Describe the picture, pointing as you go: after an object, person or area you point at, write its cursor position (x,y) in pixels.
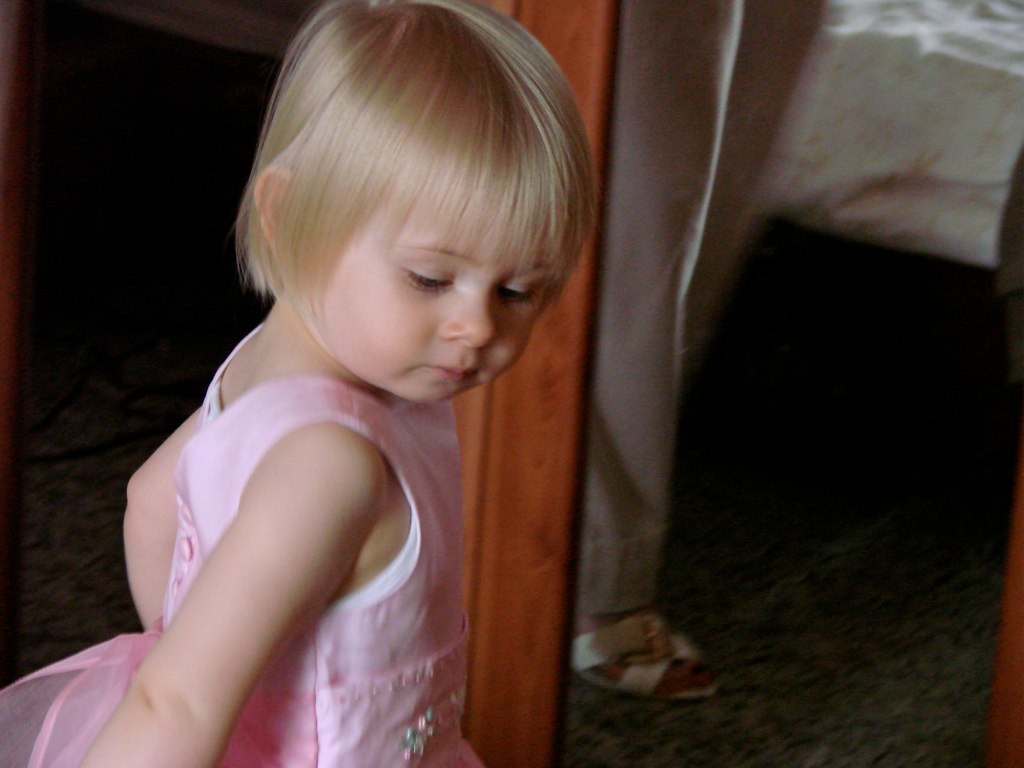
In this image there is a little girl (422,430), beside the little girl (432,485) there is a wooden structure (562,417), beside the wooden structure (542,355) we can see the legs (672,424) of the other person (614,271) and there is a bed (927,139).
